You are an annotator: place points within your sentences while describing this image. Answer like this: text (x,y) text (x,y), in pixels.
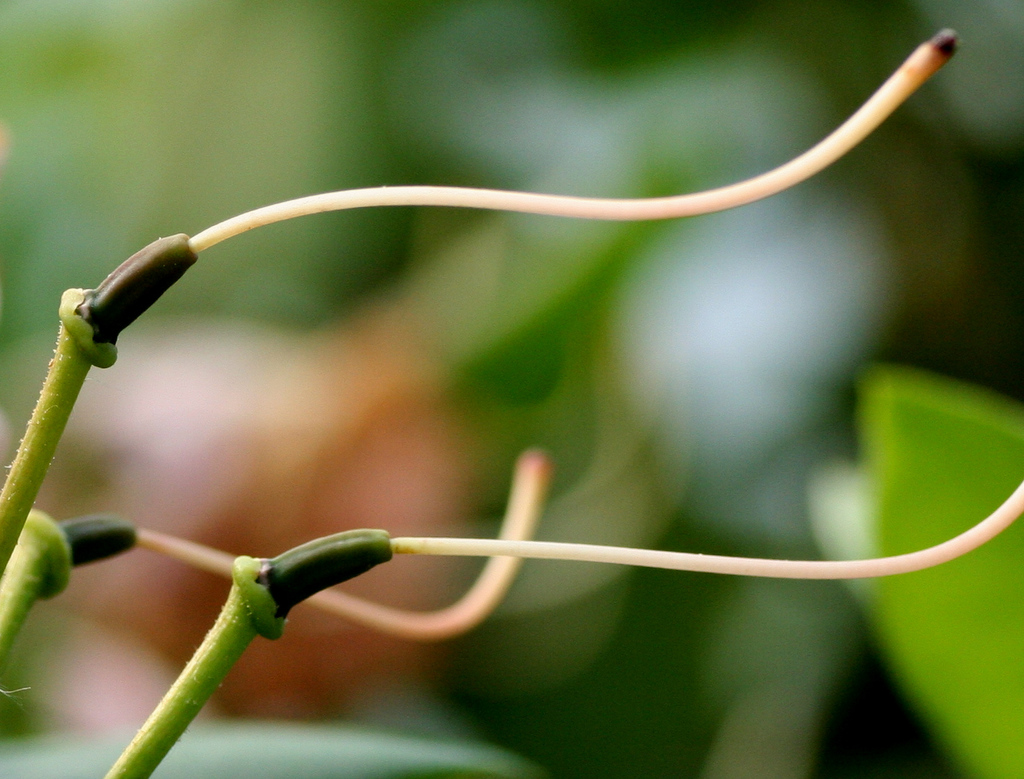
In the center of the image (528,519) we can see plants (319,560).
